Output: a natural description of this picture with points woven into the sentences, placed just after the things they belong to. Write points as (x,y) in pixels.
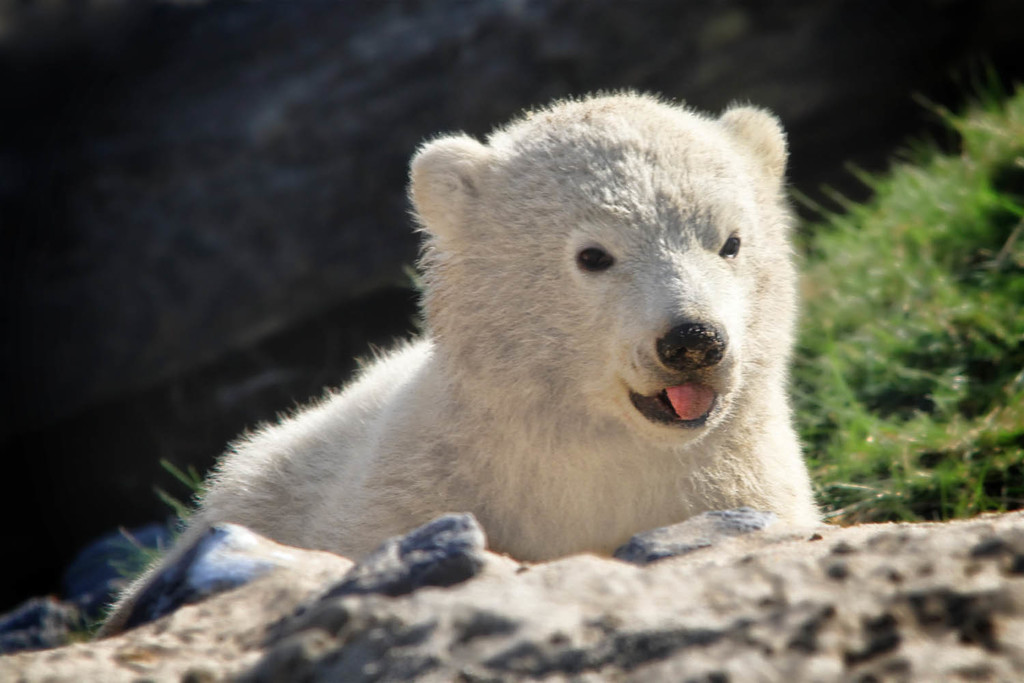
In this image, I can see a polar bear (517,515). At the bottom of the image (433,625), there are rocks (680,604). On the right side of the image (916,385), I can see the grass (921,371). There is a blurred background (670,38).
